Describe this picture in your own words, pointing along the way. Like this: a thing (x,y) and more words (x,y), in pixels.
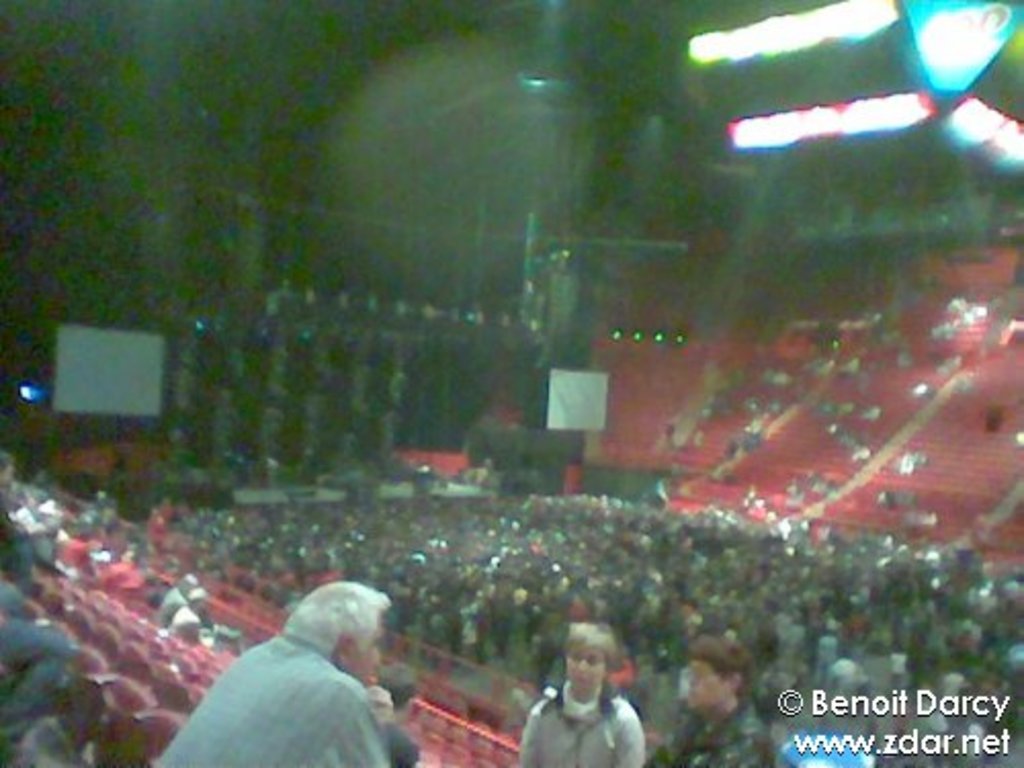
In this image we can see many people (523,587) standing and sitting in the stadium (641,408). Here we can see LCD screens (91,367), lights (971,113) and the background of the image (199,406) is dark. Here we can see the watermark (818,702) on the bottom right side of the image (836,733).
